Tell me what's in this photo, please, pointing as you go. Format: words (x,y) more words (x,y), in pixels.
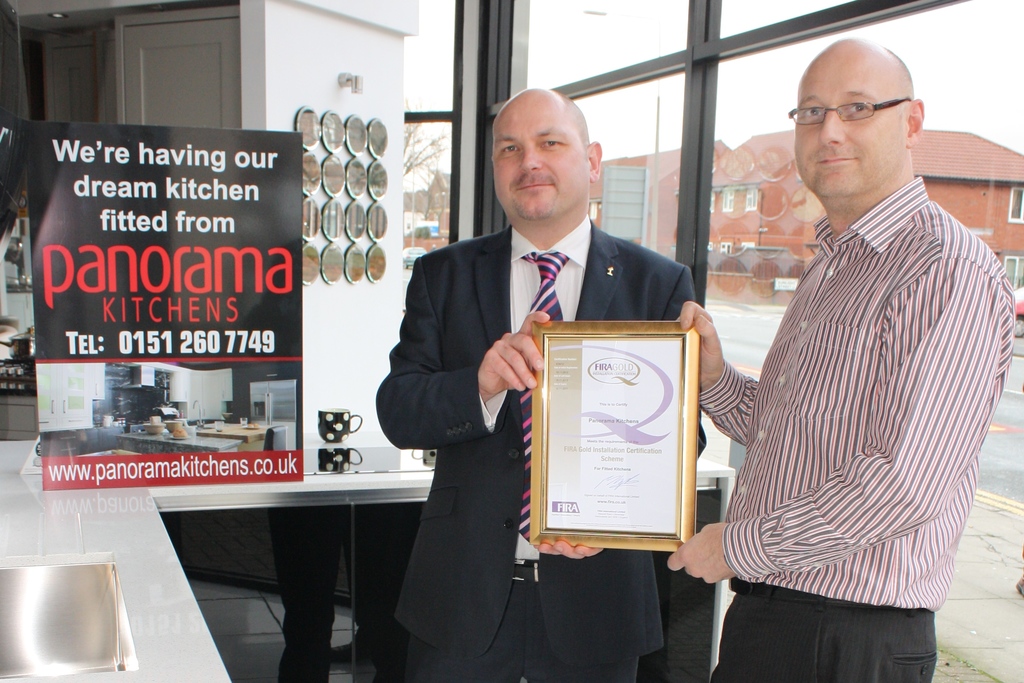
In this image we can see two persons (867,369) and the persons (800,396) are holding a frame (683,429). Beside the persons (674,300) we can see a table (225,523), wall (314,352) and a poster (255,382). On the poster (189,302) we can see some text (183,458). Behind the persons (560,144) there is glass (757,108). Through the glass (619,190) we can see buildings (791,222), vehicles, a tree (439,151) and the sky (443,167).
